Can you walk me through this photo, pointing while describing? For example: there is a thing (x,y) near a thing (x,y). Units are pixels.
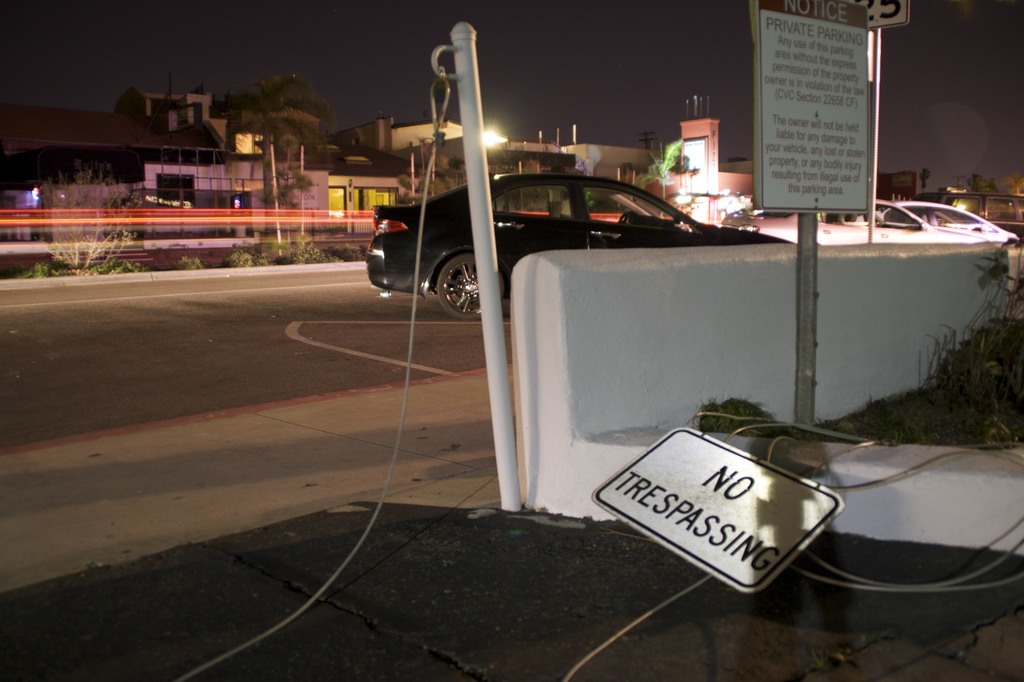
In this picture I can see there is a road (242,316), walkway (407,408) and there are cars (615,226) moving on the road (139,287) and there are few buildings (340,177) in the backdrop (282,204), there are plants (949,379) and the sky (663,84) is clear and dark.
